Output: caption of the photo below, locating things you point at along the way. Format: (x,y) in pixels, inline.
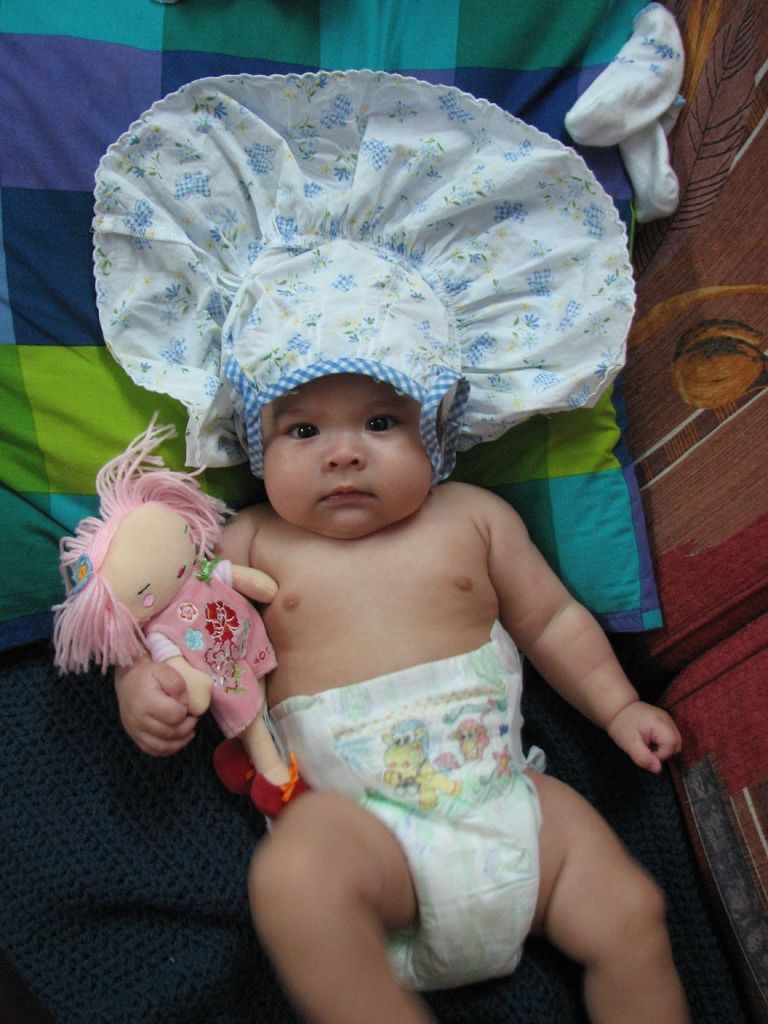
In this image in front (312,577) there is a baby (271,613). Beside him there is a doll (195,626) and we can see a pillow (551,2) on the bed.
